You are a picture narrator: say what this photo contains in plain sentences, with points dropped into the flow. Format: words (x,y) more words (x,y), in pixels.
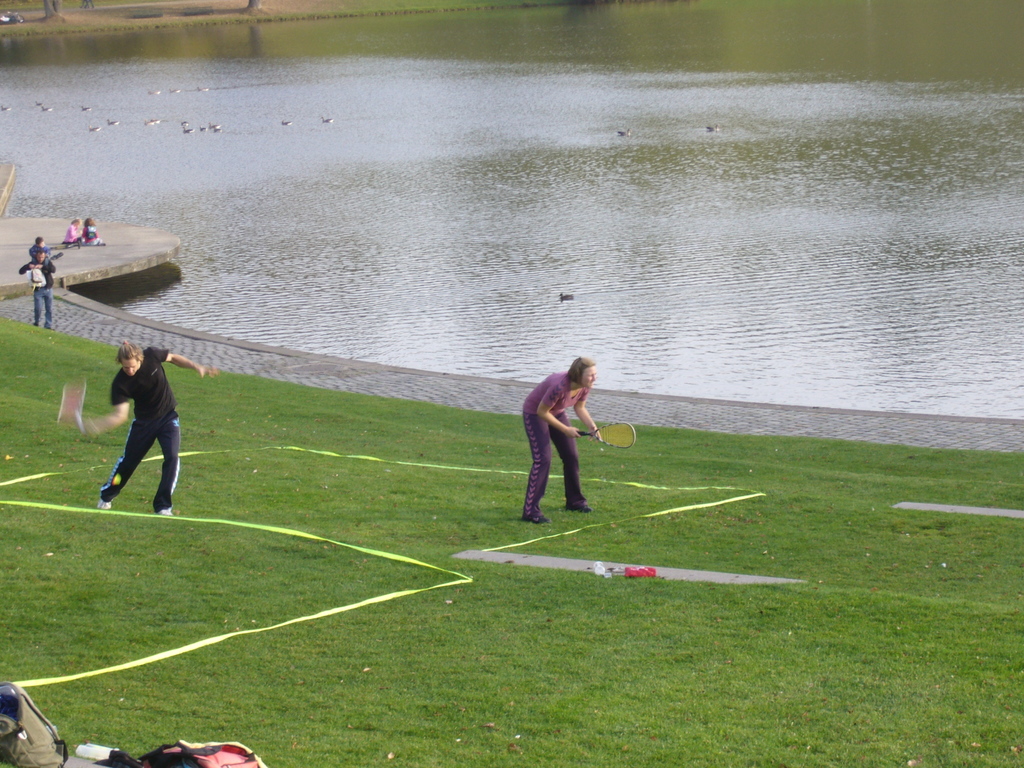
This picture shows couple of them playing tennis holding tennis rackets (77,407) in their hands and we see ball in the air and few of them seated and a man (46,269) standing we see water (506,245) and few ducks (157,123) in the water (384,157) and we see bags (55,756) on the ground (499,719) and grass (542,619).
